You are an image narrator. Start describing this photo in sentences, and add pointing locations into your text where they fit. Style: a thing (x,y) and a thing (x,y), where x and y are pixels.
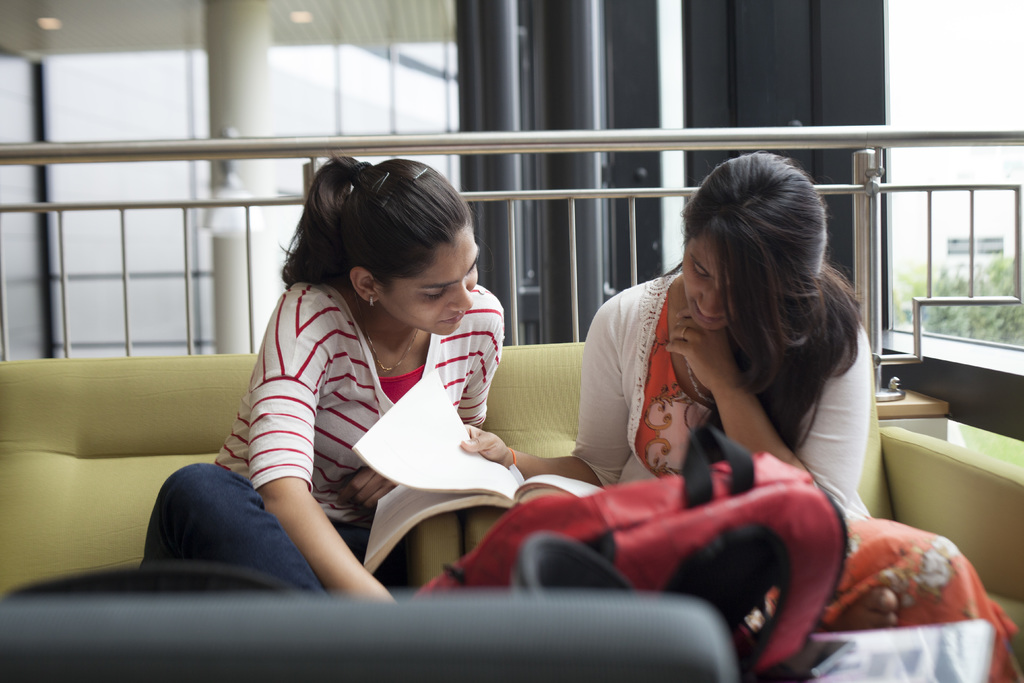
In this image, we can see two persons (426,370) wearing clothes (352,359) and sitting on the sofa (85,498). There are pillars (534,60) and grills (528,142) in middle of the image (547,272). There is a bag (697,523) at the bottom of the image (684,519).
